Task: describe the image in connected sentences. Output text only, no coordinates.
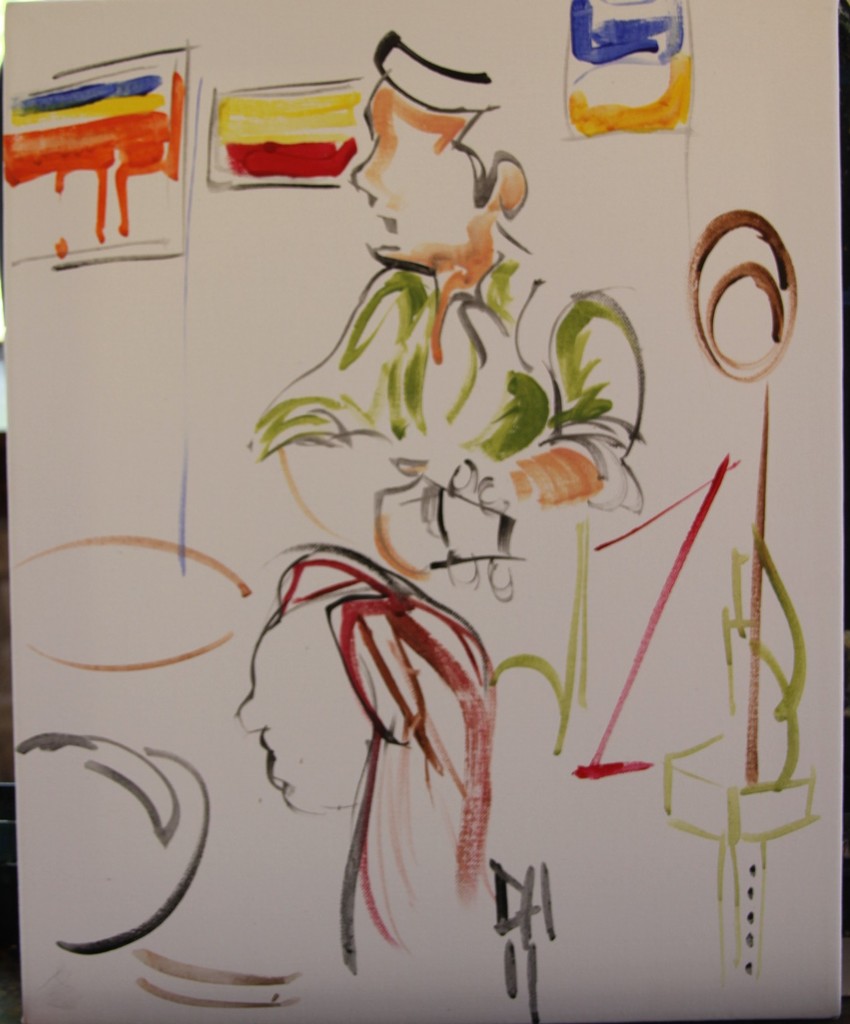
This is a painted image.
